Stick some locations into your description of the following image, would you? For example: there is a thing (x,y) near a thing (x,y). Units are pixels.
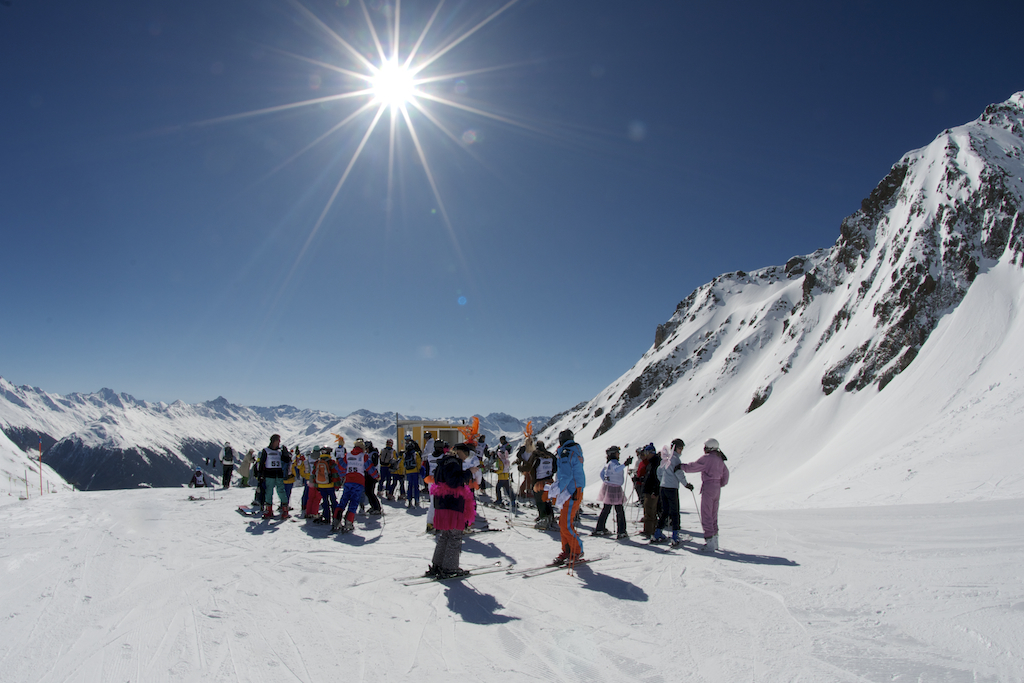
In this image, there are a few people (459,447). We can see the ground (402,610) with some objects (426,430). There are a few hills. We can see the sky (482,263) and the sun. We can see some flags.
